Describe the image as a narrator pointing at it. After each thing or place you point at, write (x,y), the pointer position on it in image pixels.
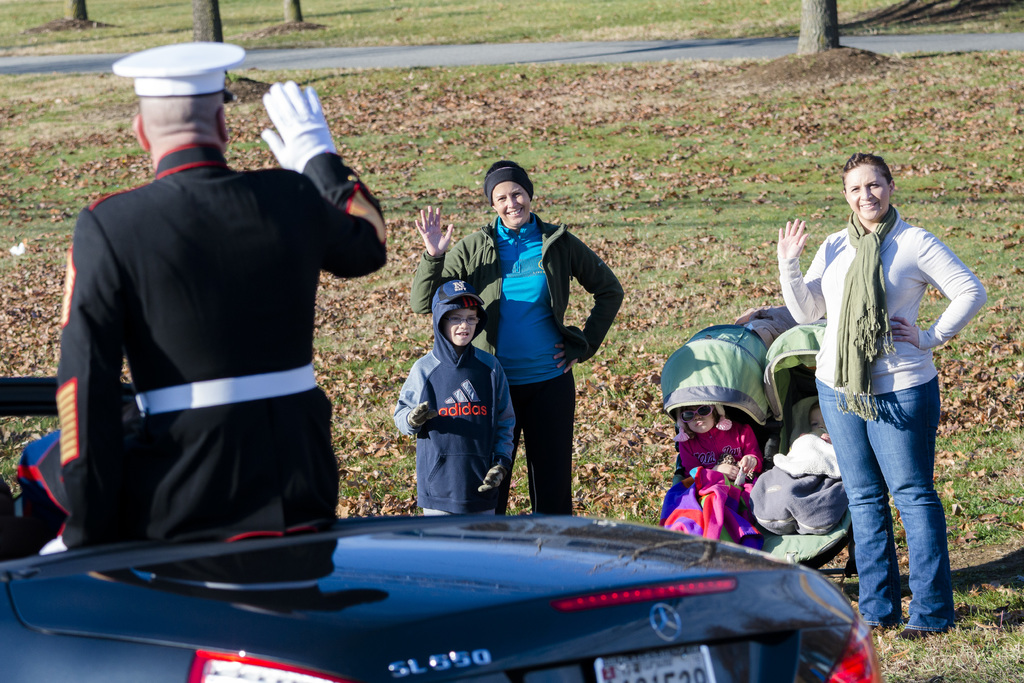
As we can see in the image there is grass (480,121), car (577,527) and few people (538,442) over here.
